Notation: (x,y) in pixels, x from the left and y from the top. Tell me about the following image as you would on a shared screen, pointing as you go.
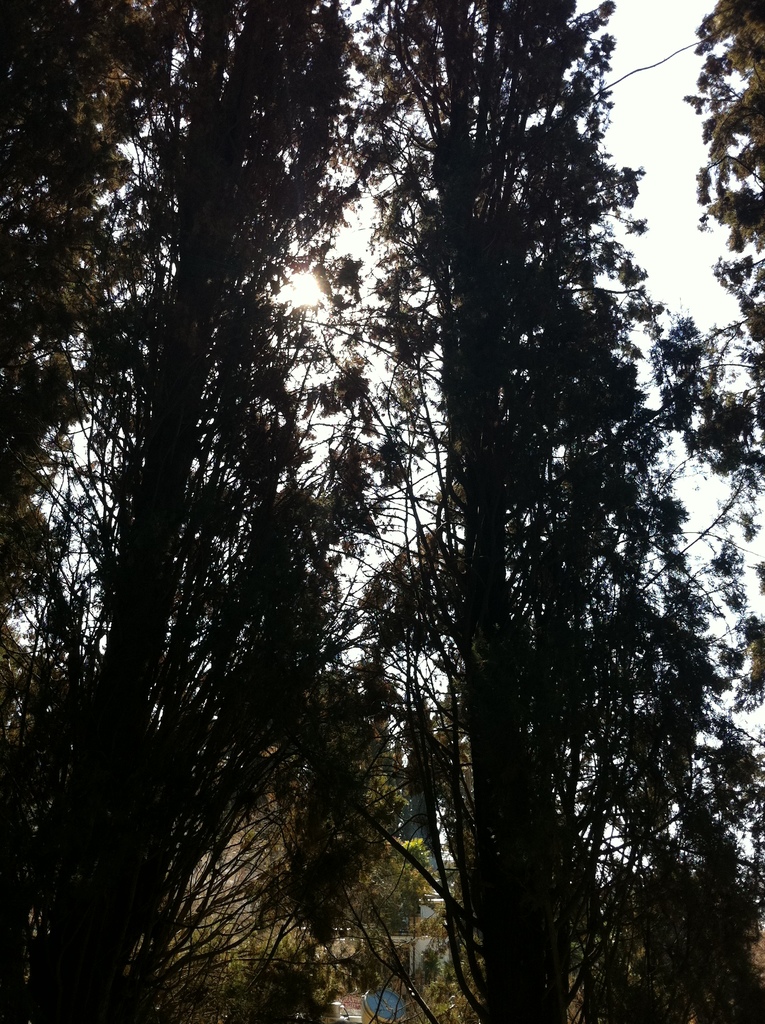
In this picture we can see trees (538,787) and some objects (394,1023) and in the background (623,138) we can see the sky (633,135).
